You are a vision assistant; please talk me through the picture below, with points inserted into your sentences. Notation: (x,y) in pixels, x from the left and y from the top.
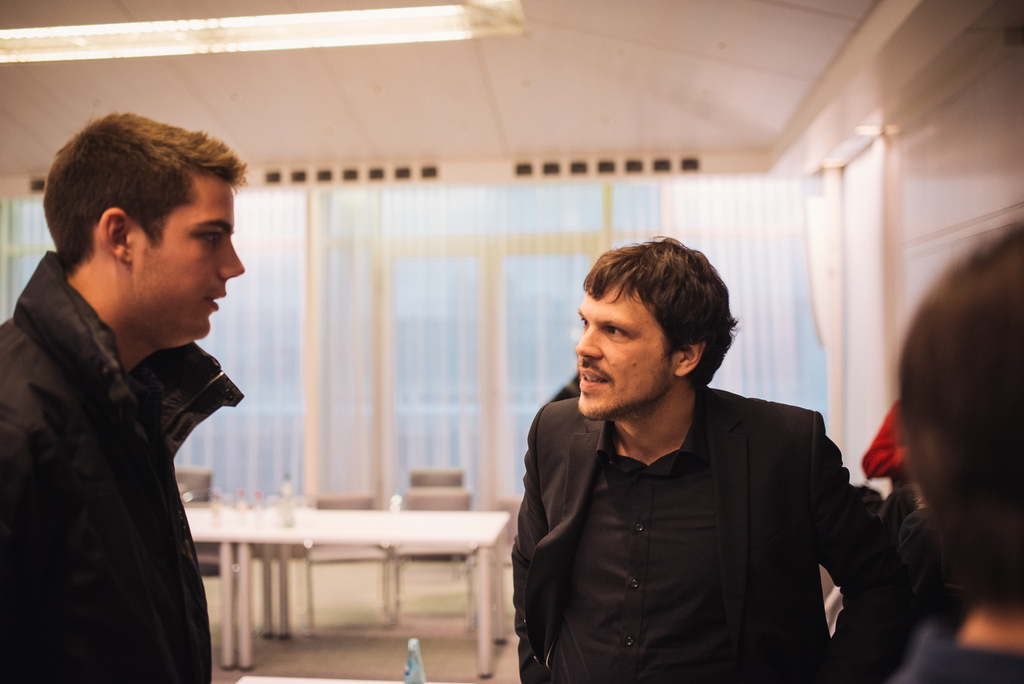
There are two men (694,530) in the picture wearing black jacket (106,520). Behind them there is a table (333,530). And in the background (411,280) there is a window (463,299) and a curtain (648,209). On the top (184,47) there is a light (236,39).
